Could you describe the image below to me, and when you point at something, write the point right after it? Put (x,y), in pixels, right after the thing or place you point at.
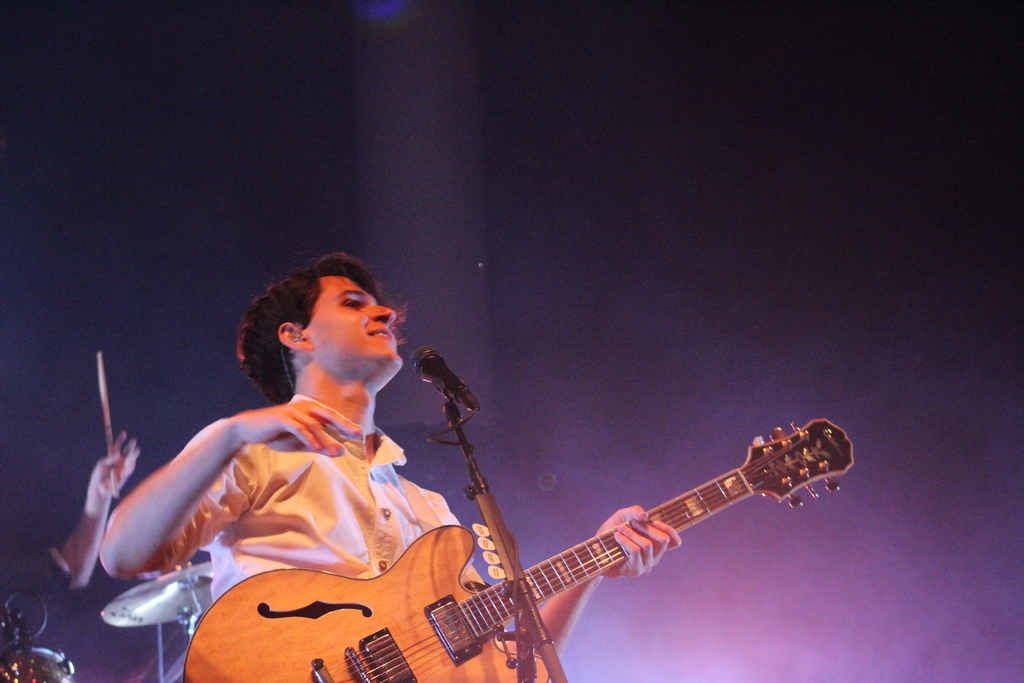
A man (391,559) is playing guitar (424,543) behind a mic (469,410) with stand (518,580). Behind him there are musical instruments (150,610) and a man (86,541) is holding stick (105,415) in his hand (106,471).
